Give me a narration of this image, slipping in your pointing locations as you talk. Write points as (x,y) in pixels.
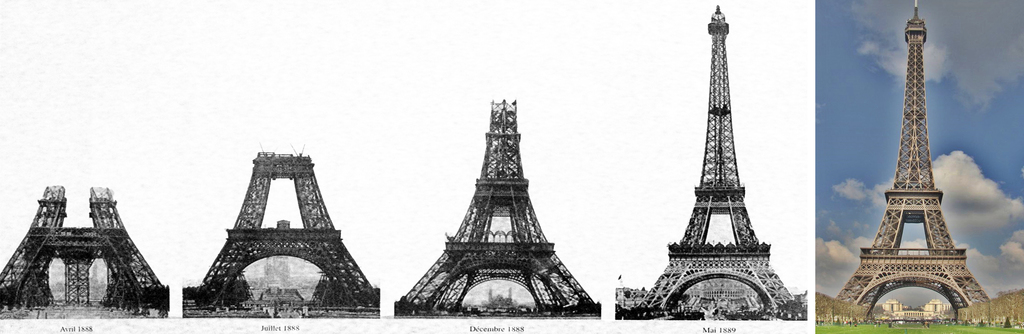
In this image we can see an evolution of a eiffel tower (923,89).
